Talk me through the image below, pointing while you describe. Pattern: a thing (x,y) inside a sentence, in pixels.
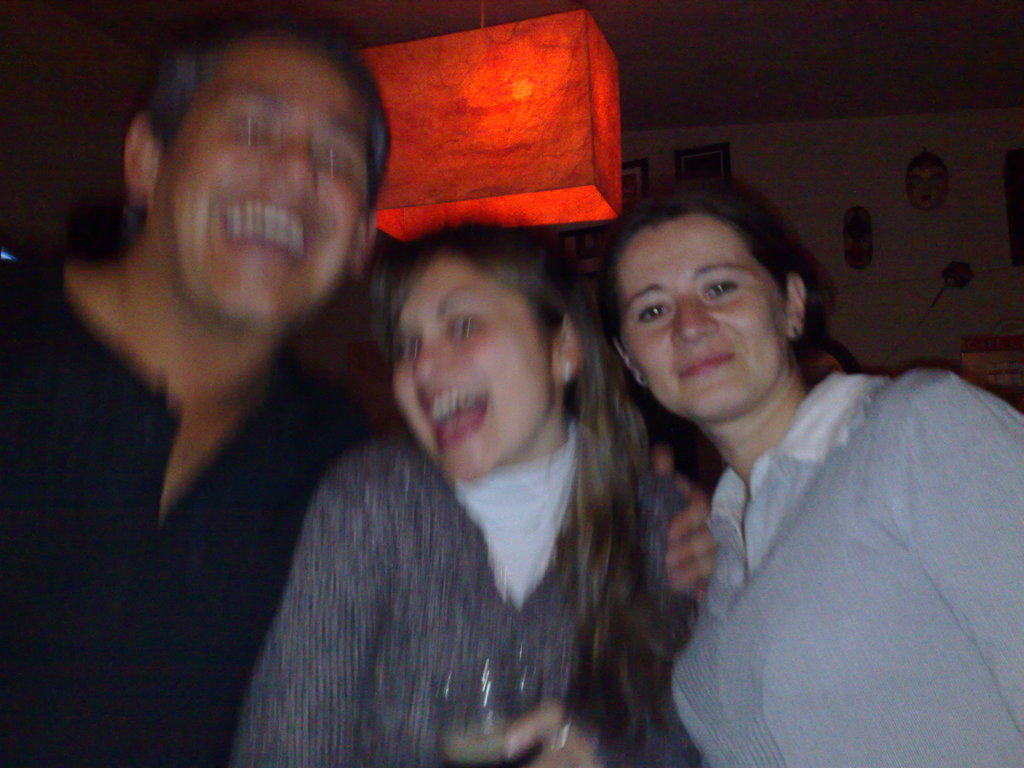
In this image we can see three persons (536,431). Middle person (524,528) is holding a glass (491,652). In the back (486,172) there's a light (540,142). In the background (690,139) there is a wall (771,156) with photo frames (694,155) and some other items (925,197).
